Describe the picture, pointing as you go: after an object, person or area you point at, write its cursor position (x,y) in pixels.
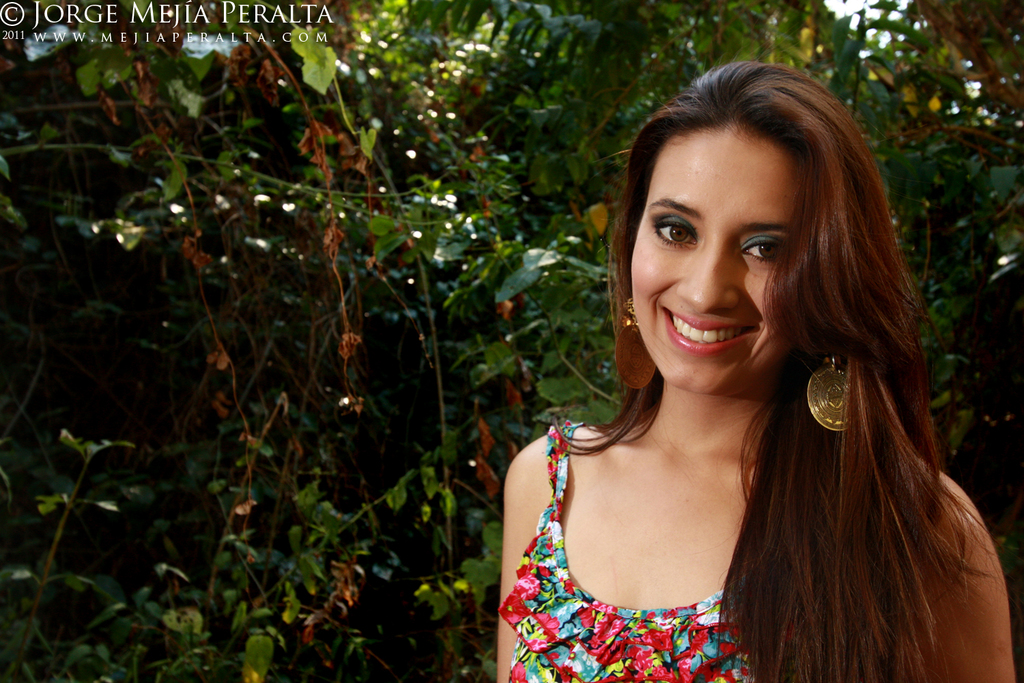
In this picture we can see a woman (747,447) is smiling. Behind the women (693,268), there are trees (472,208). On the image, there is a watermark (165,21).
